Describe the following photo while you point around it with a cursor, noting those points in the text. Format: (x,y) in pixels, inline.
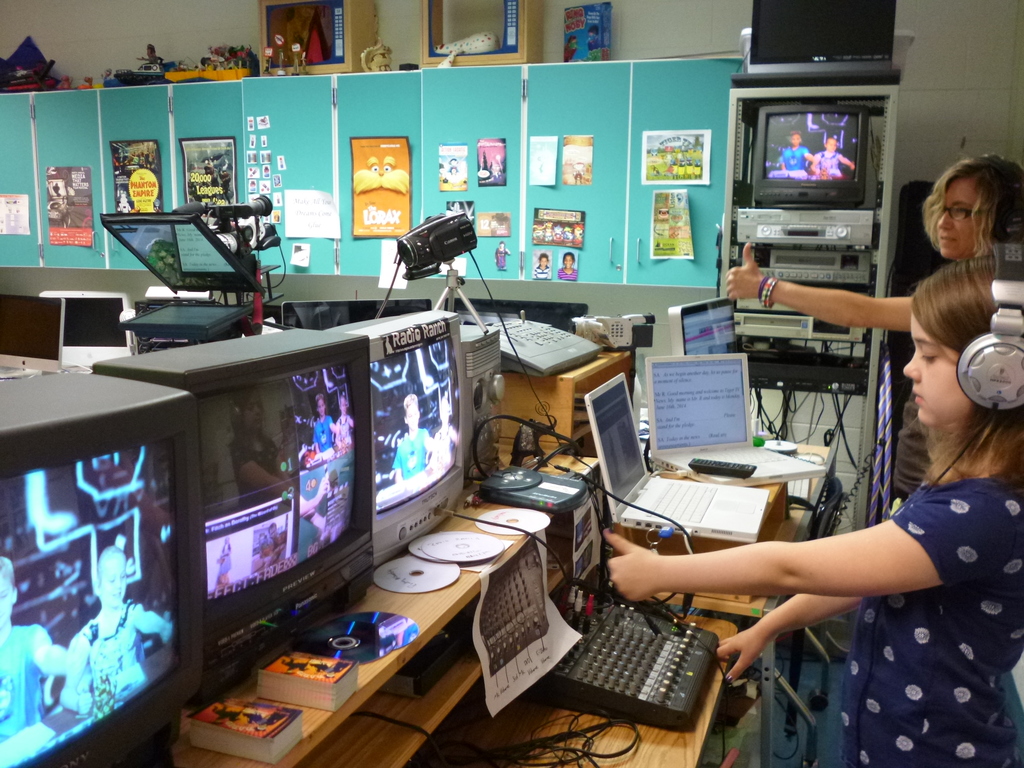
This is a room (644,684). There are monitors (112,640), laptops (745,406). In the wall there are paintings (88,168). There is a camera (438,247). On the right side (968,592) there is a girl (974,532) with a headphone (985,370). beside her there is a woman (819,297). There is CDs (417,566) in front of the monitor (434,490). The wall (96,63) is white in color. here are trophies (136,57) toys (148,60) on the top of it. This is looking like a cupboard (507,173).
